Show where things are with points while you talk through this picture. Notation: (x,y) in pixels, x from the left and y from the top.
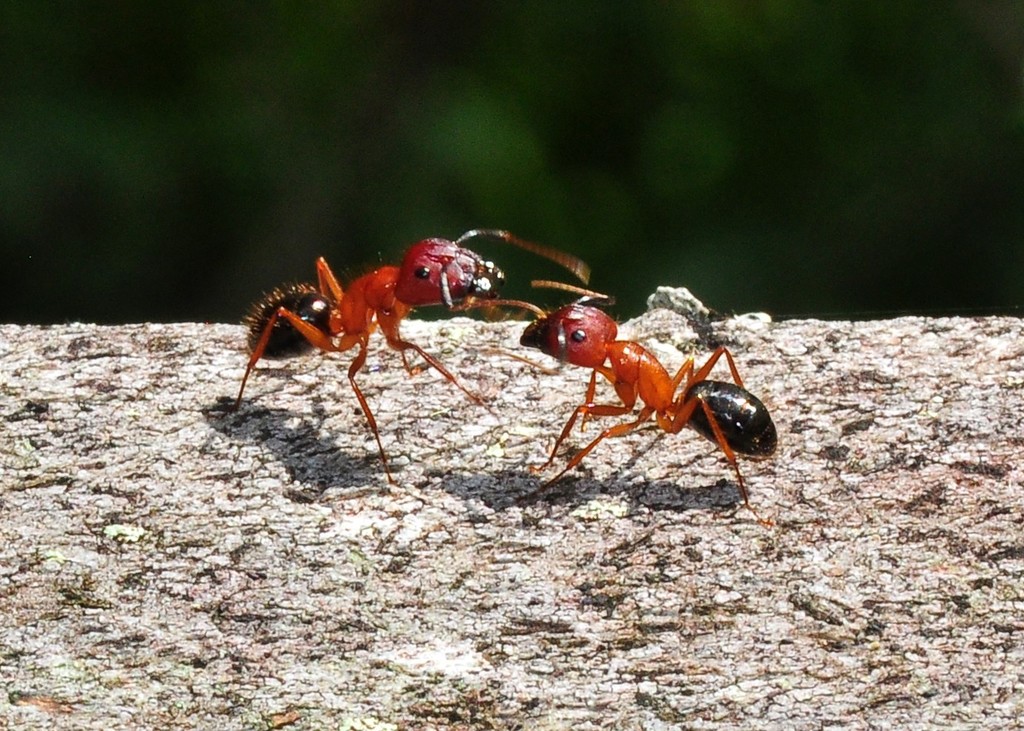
In this image there are two ants (548,370) on a wooden log (391,429).
